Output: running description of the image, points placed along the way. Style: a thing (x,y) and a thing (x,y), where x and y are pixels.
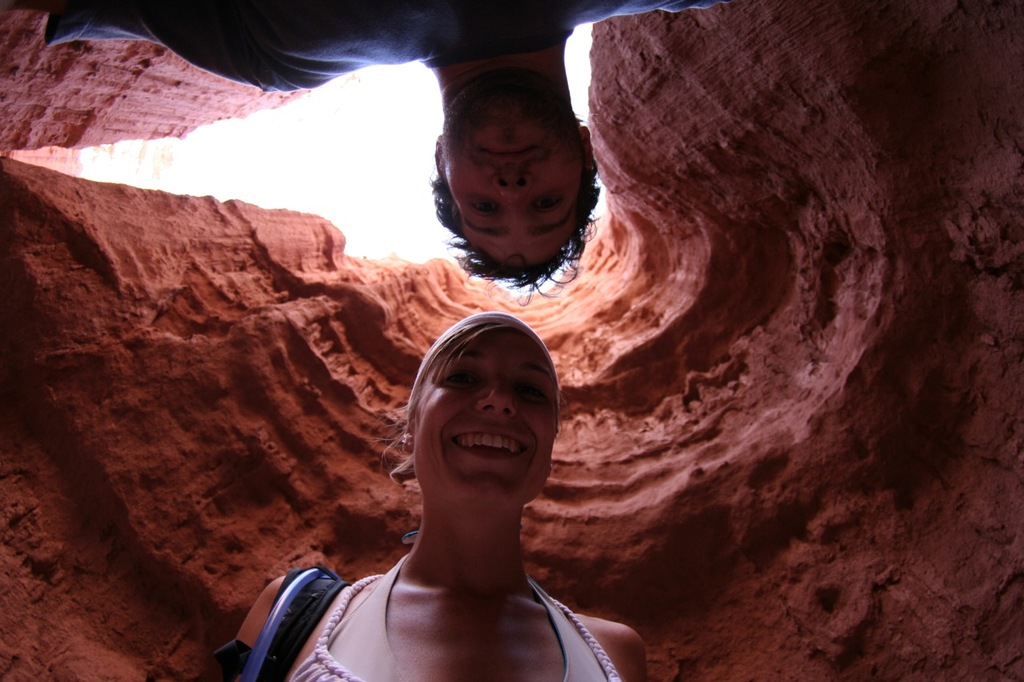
As we can see in the image there are two people (468,43). The woman (507,460) is wearing pink color dress (386,648) and the man (408,56) is wearing blue color dress (373,29). At the top (357,169) there is a sky (371,169).
